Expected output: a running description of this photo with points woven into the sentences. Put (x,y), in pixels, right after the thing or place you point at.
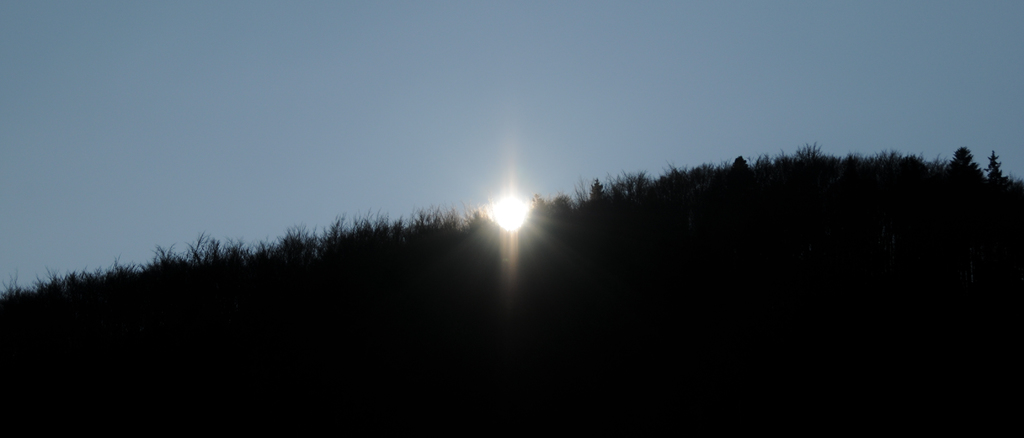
In this picture I can see the trees (578,242), sky (568,159) and the sun (519,221).
